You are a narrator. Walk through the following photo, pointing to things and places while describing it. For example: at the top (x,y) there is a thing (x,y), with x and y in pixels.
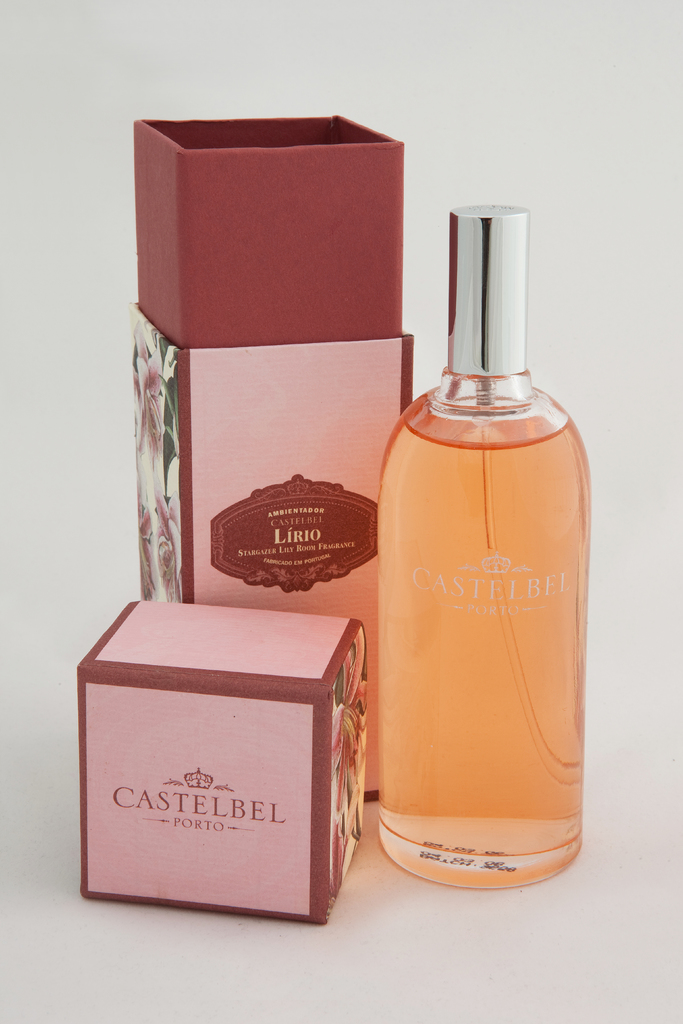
It's a bottle (558,690) with fluid (530,667) in it.
